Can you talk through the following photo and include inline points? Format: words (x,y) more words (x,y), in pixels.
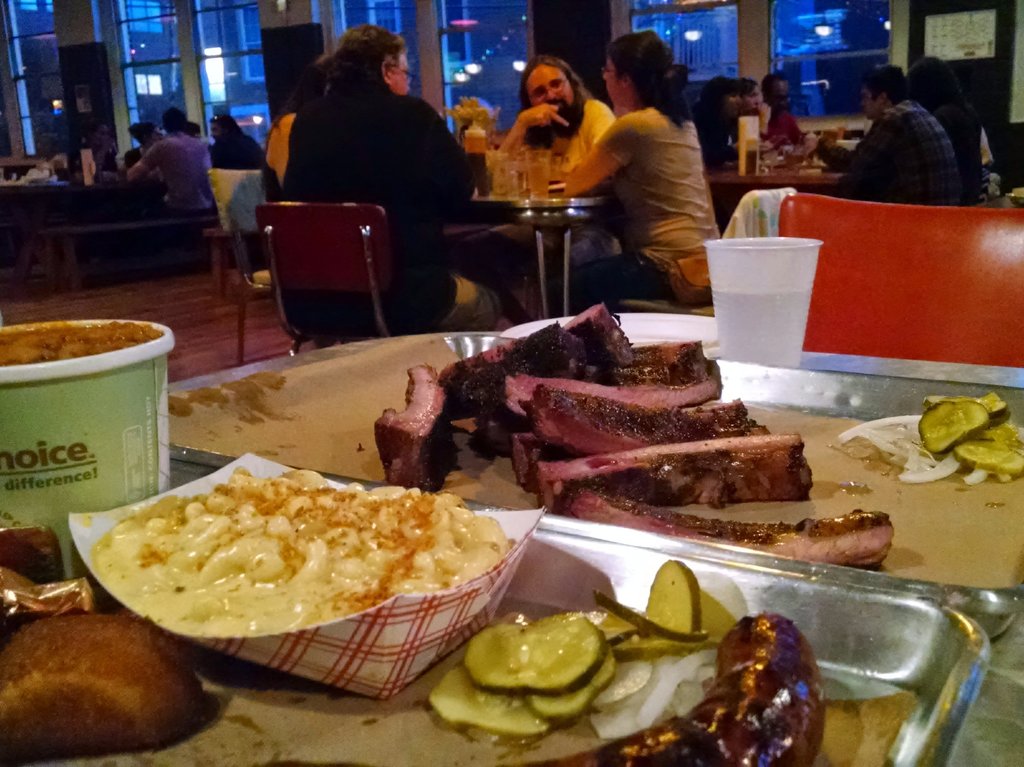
In this picture we can see group of people (342,80) sitting on chair (330,234) and in front of them there are tables (548,209) and here in front (178,535) we can see table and on table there are glass (799,329), tray (785,542) with full of food items (475,562) on it and in the background (141,17) we can see glass (499,30) and from glass (512,52) we can see lights (523,64).
